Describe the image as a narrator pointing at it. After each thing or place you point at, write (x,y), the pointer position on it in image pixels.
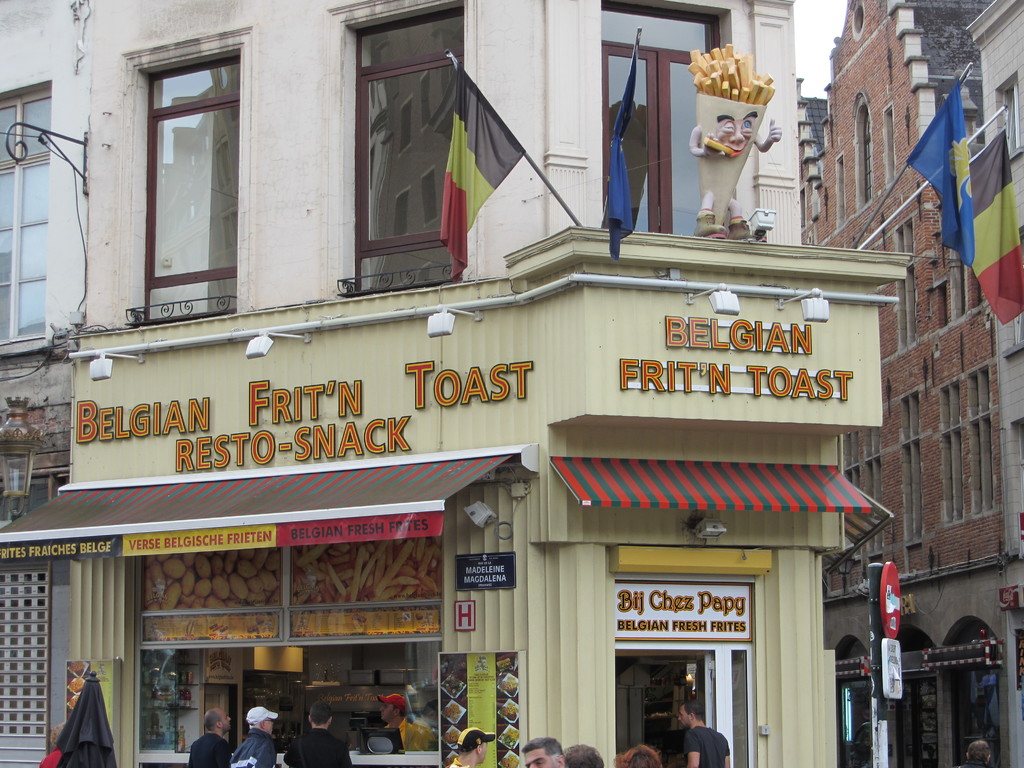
In the center of the image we can see two flags (486,192) on the building (507,468). On the right side of the image (935,532) there is a building (925,552) and pole (880,628). At the bottom (724,761) we can see a group of people (588,753).
